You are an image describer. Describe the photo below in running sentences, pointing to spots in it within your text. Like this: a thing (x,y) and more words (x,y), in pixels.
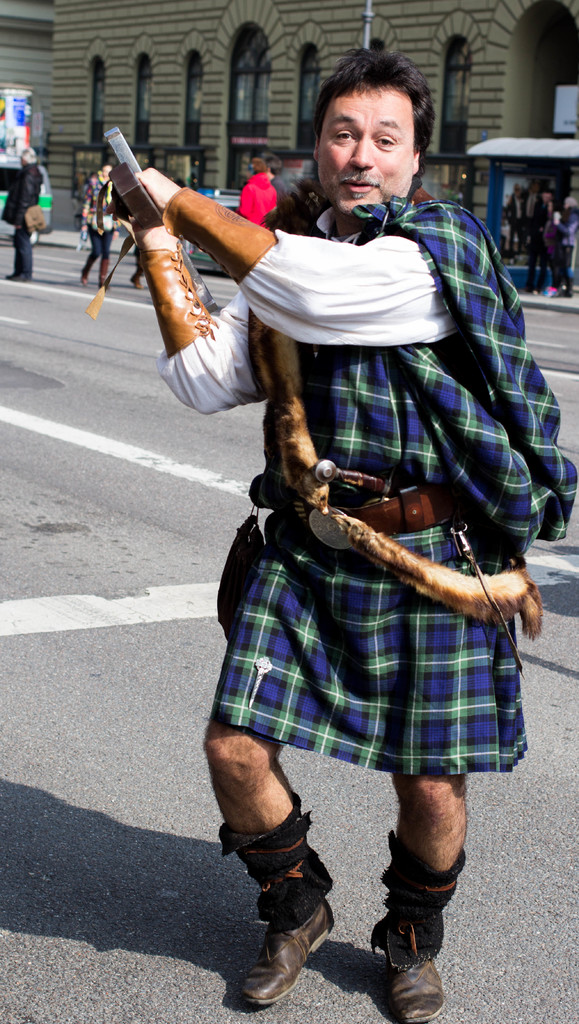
In the picture we can see a man (379,690) standing on the road (103,685) wearing a different type of dressing (395,699) and holding a sword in the hands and in the background (538,225), we can see some people (531,219) are walking on the road (65,692) near the building (63,103) and some shed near to it.
